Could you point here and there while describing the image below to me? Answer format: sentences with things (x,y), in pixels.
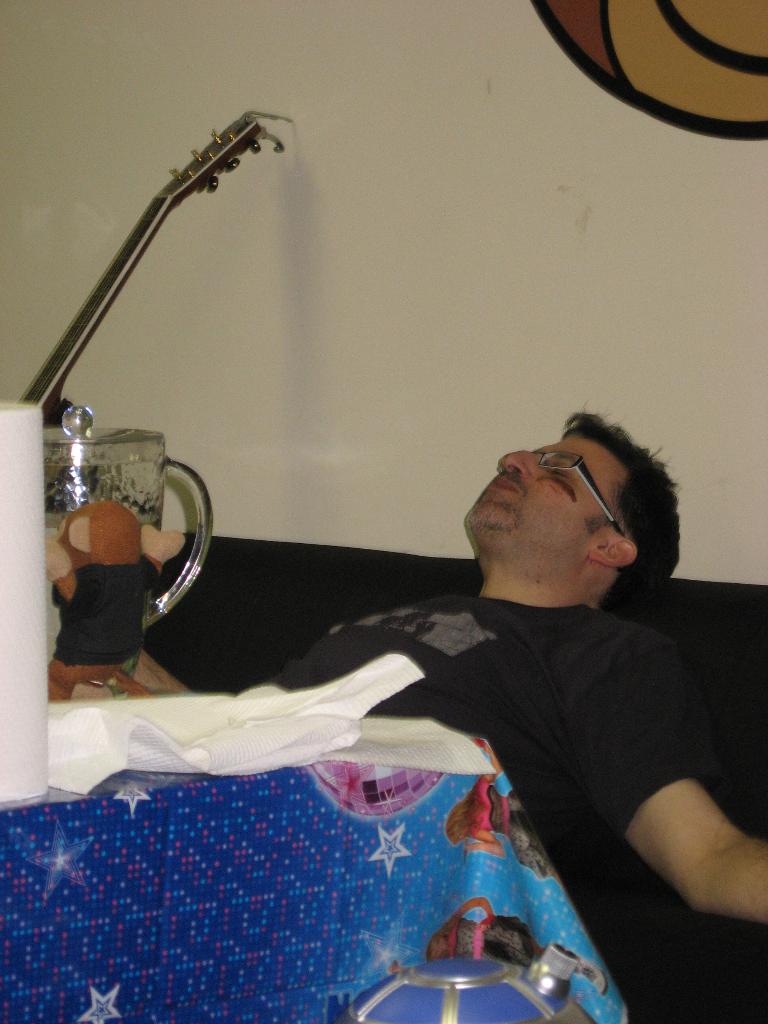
Here I can see a man (503,657) wearing black color t-shirt (504,696) and laying on the sofa (732,674). In front of him I can see a table (169,867) which is covered with a blue color cloth (272,932). On the table (106,810), I can see a jar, guitar (49,393) and some more objects (129,703). In the background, I can see the wall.
